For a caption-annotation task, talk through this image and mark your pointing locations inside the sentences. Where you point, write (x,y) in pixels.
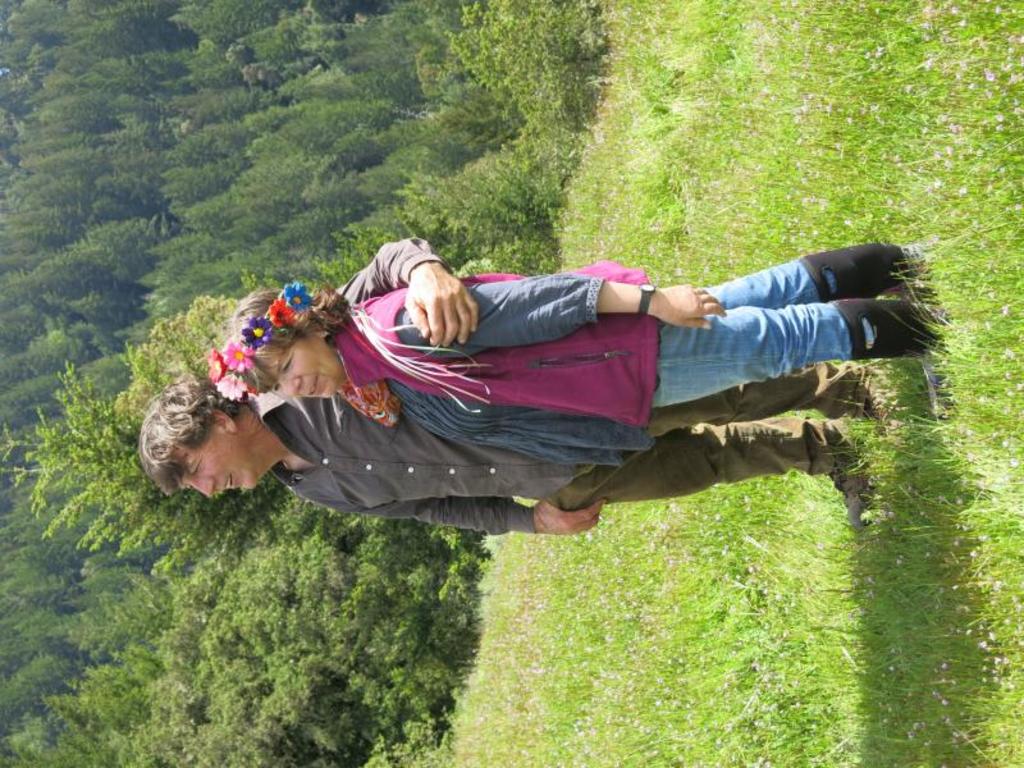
In the image there is a man (523,516) in grey dress (369,443) holding a woman (722,343) beside him standing on the grassland (812,93) and in the back (412,556) there are trees (165,189), this is a vertical image.
